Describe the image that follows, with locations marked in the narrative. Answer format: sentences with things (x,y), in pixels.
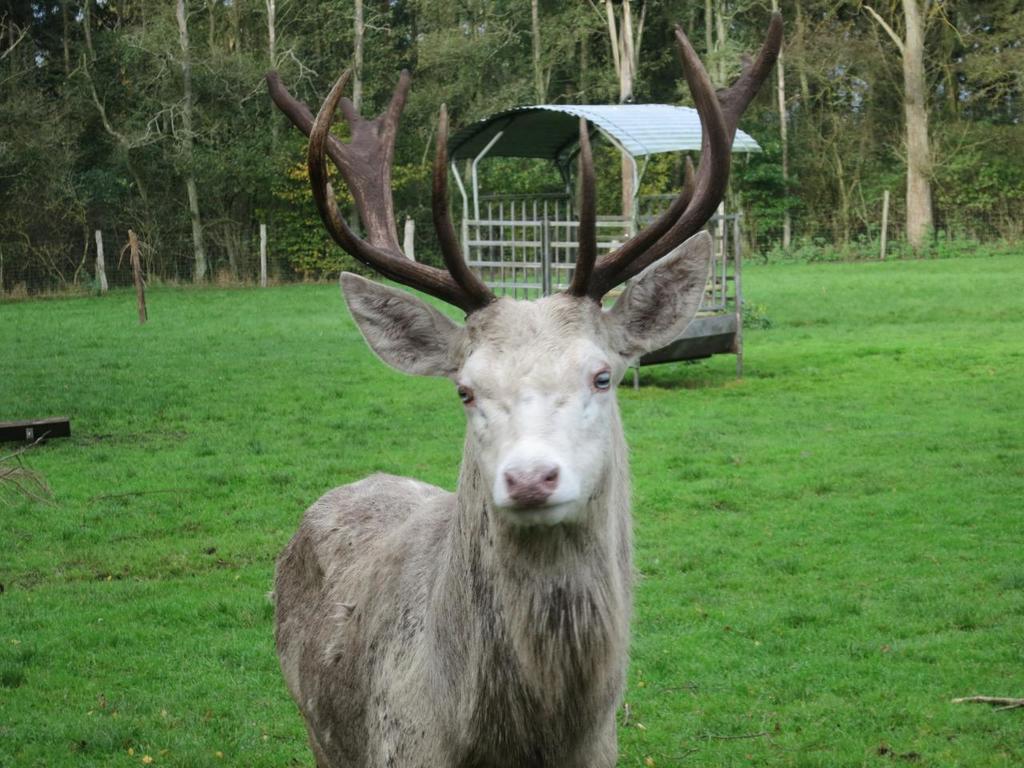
In this image, we can see some grass (853,540). There is a shelter (625,149) in the middle of the image (522,290). There are some trees (549,51) at the top of the image (918,102). There is an animal (526,584) at the bottom of the image (478,684).
